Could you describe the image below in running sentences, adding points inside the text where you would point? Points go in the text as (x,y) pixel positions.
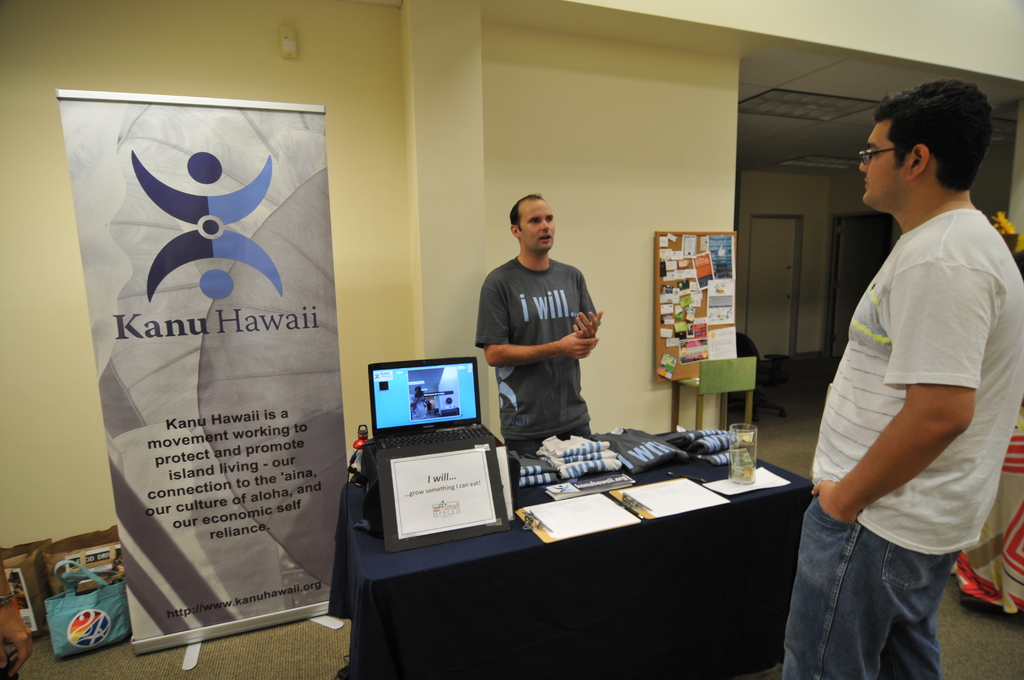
As we can see in the image, there are two people (537,356) standing. In front of them there is table (601,550). On table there is a laptop (475,418), a board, clothes (596,458) and on the left side (168,592) there are some boxes (99,611) and a banner (151,465) and the wall (553,98) is in yellow color.
